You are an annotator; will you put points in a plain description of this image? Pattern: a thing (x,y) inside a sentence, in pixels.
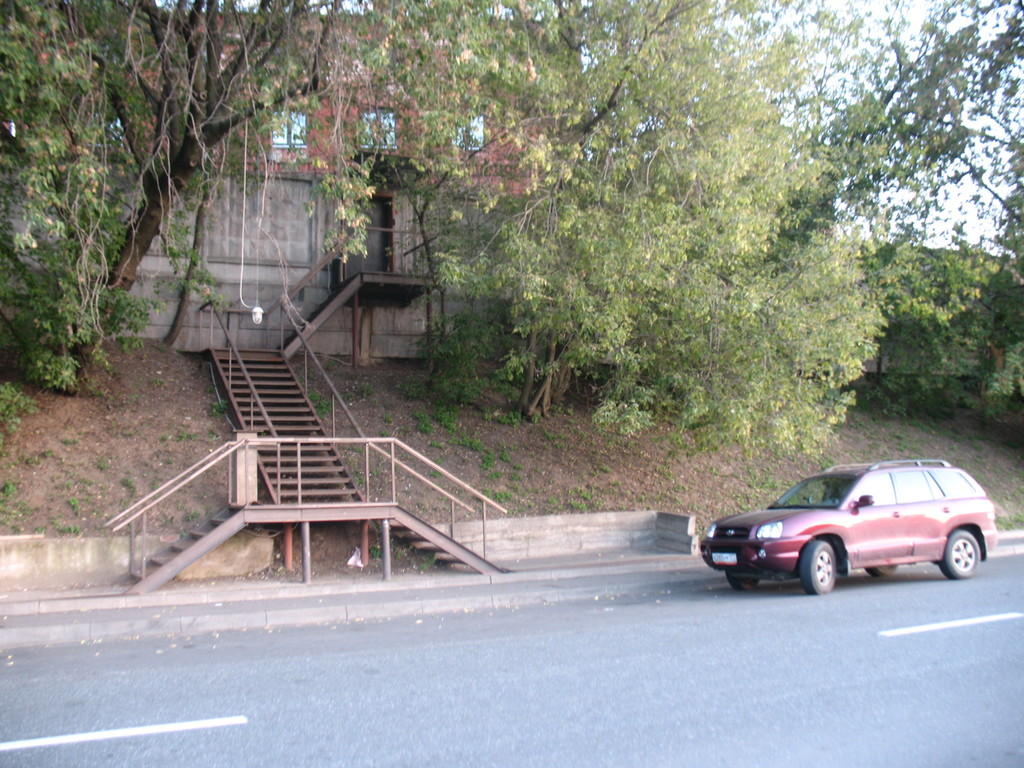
In the foreground of this image (508,608), there is a vehicle (866,549) on the road (741,656). In the background (276,380), there are stairs (278,469), trees (270,13), building (309,136) and the sky (911,33).
